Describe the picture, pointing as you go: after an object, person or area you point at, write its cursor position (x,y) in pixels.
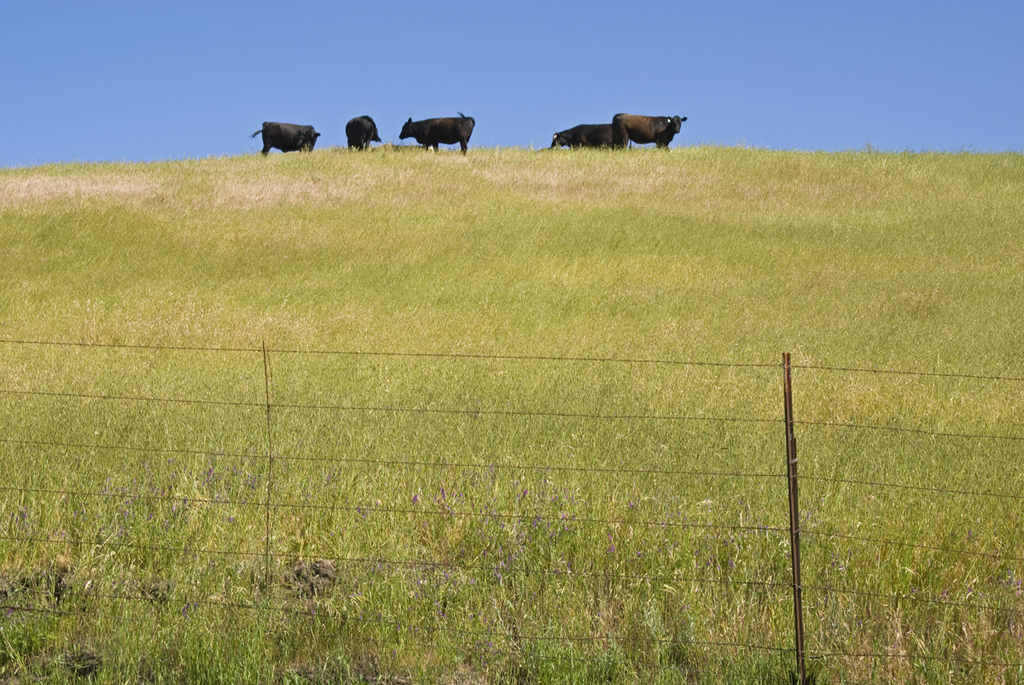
This image is taken outdoors. At the bottom of the image (208,637) there is a ground (208,637) with grass (528,256) on it. At the top of the image (278,46) there is the sky (597,72). In the middle of the image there are a few cows (431,136) on the ground (382,156). There is a fence (382,475).
